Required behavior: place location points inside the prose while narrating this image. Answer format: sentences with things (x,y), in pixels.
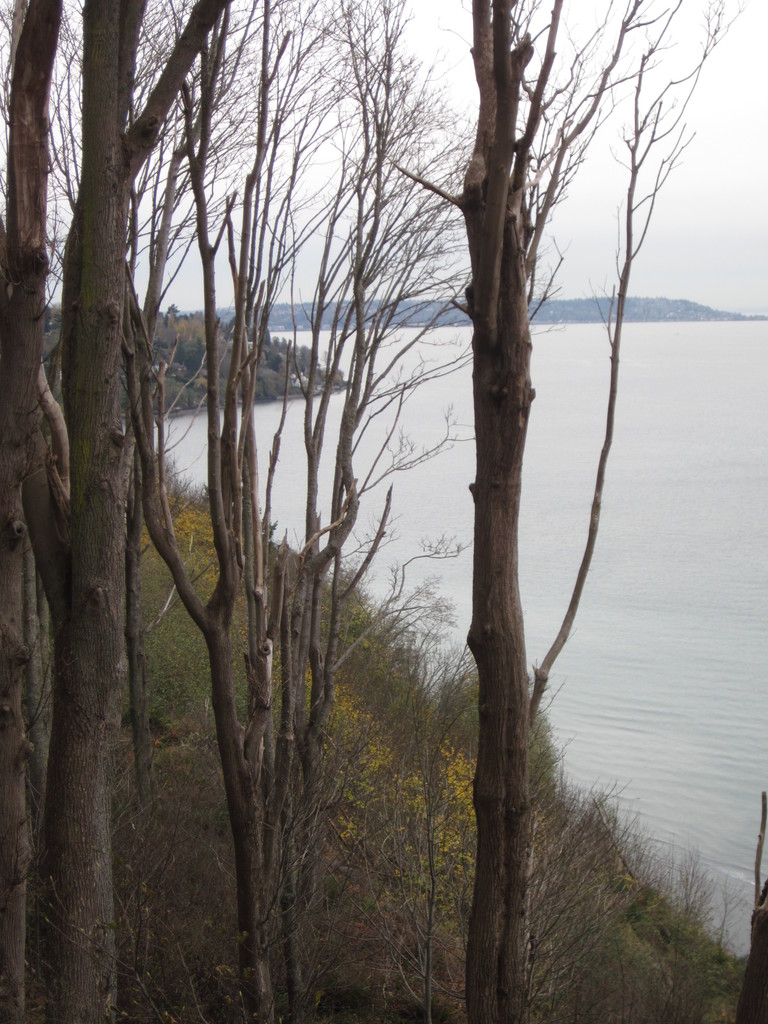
In this image we can see a sea (666,618). There is a sky (427,296) in the image. There are many plants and trees (357,331) in the image.
